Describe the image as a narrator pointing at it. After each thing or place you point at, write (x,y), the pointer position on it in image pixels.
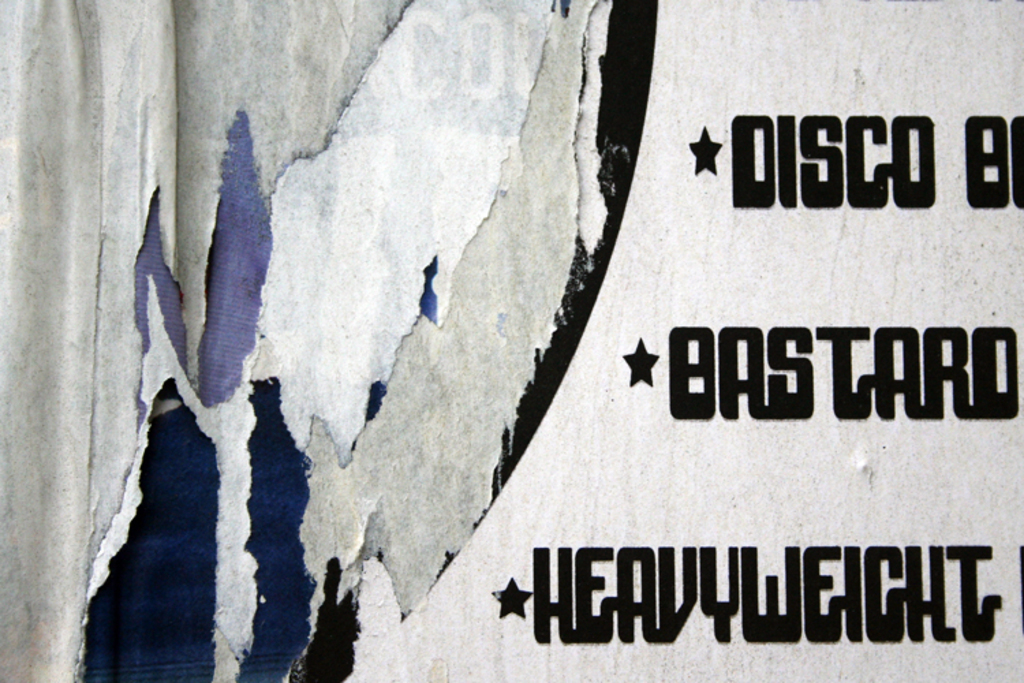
In the picture we can see some words (684,398) which are written.
